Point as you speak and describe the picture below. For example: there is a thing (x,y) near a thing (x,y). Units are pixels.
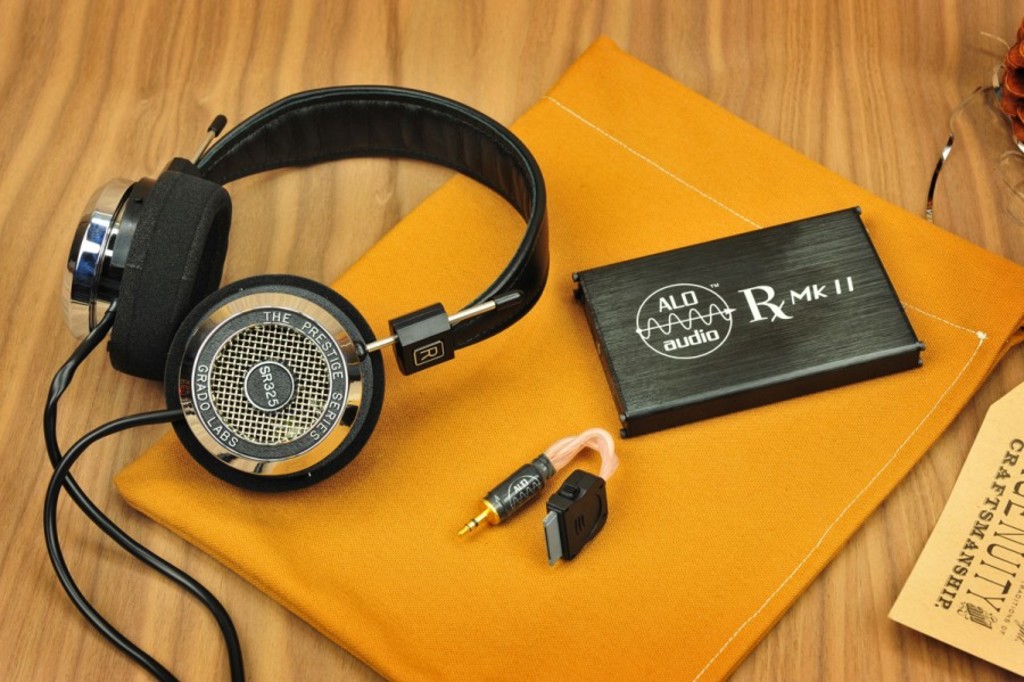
In the center of the image (426,276) we can see headset (230,384), amplifier (748,349), board (1000,534), cloth (682,508) and some object (569,483) are present on the table (3,625).
